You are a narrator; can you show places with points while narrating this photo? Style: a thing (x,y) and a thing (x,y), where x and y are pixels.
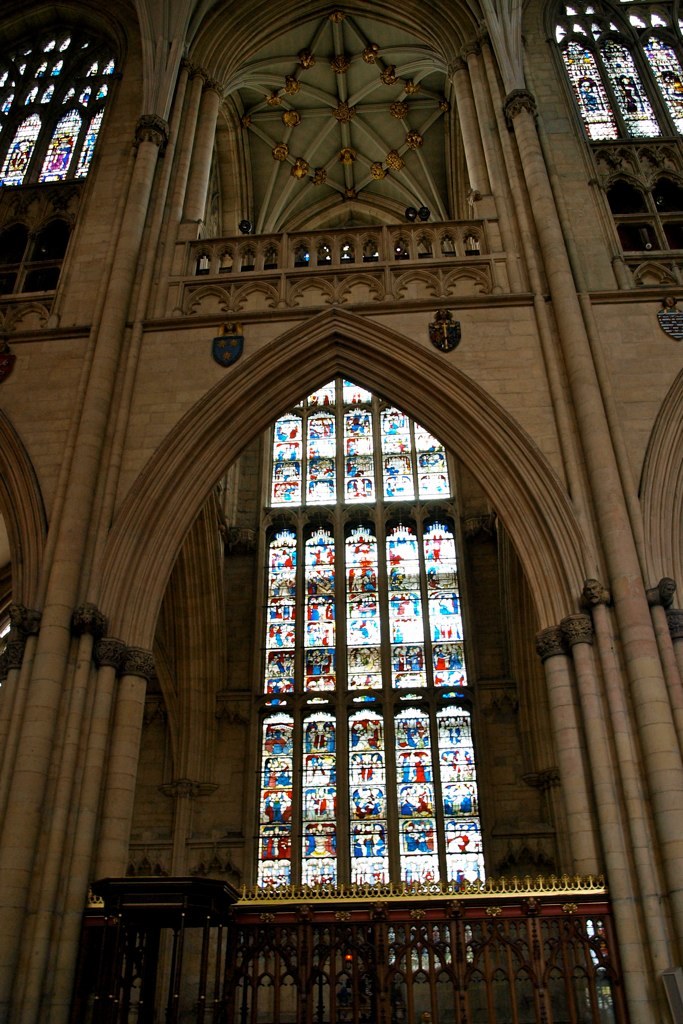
There is a building (226,341) which has few glasses (371,753) and some designs (354,789) on it in the background (326,614).
